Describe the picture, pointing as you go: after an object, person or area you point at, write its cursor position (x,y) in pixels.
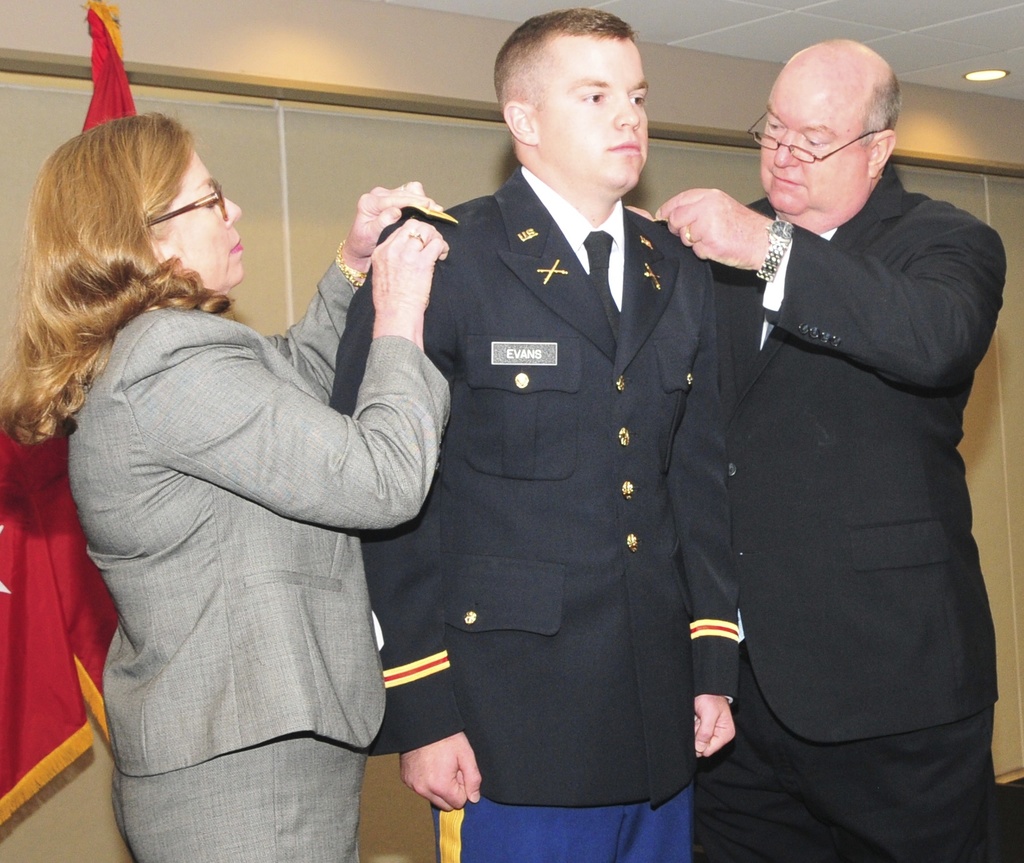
As we can see in the image in the front (606,495) there are three people (304,481). These two are wearing black color jackets (624,356) and the woman (409,348) on the left side (247,690) is wearing grey color jacket (251,525). There is a flag (50,560) and a wall (351,158).
